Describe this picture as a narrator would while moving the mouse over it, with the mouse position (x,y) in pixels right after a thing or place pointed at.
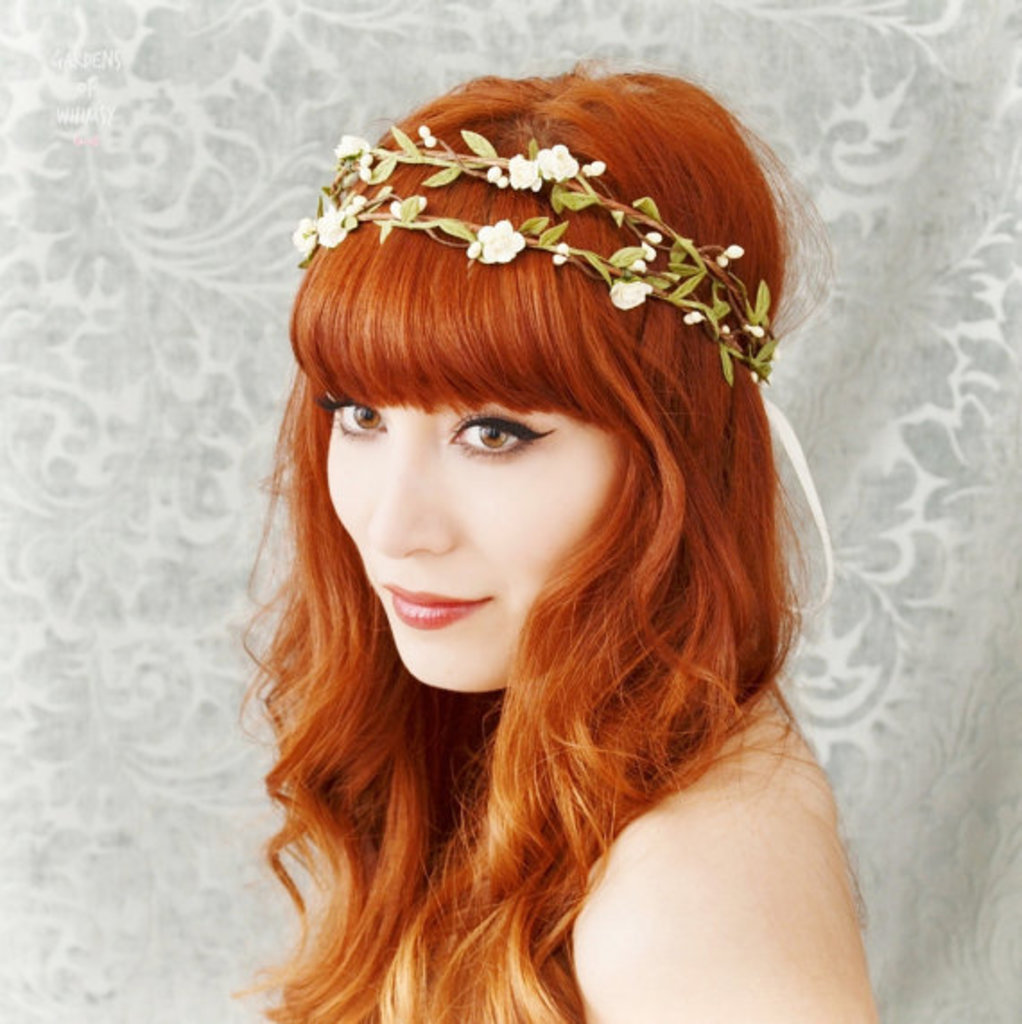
In the center of the image (498,495) a lady (551,558) is present.
